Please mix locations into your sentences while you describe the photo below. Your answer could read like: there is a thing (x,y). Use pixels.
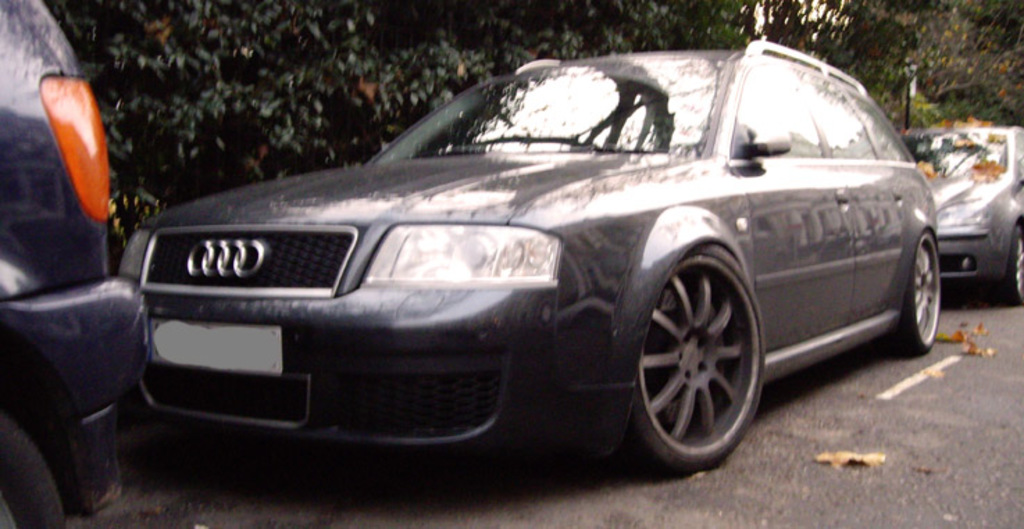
In this picture I can see vehicles (460,442) parked on the road (318,500), and in the background (954,103) there are trees (103,92).
